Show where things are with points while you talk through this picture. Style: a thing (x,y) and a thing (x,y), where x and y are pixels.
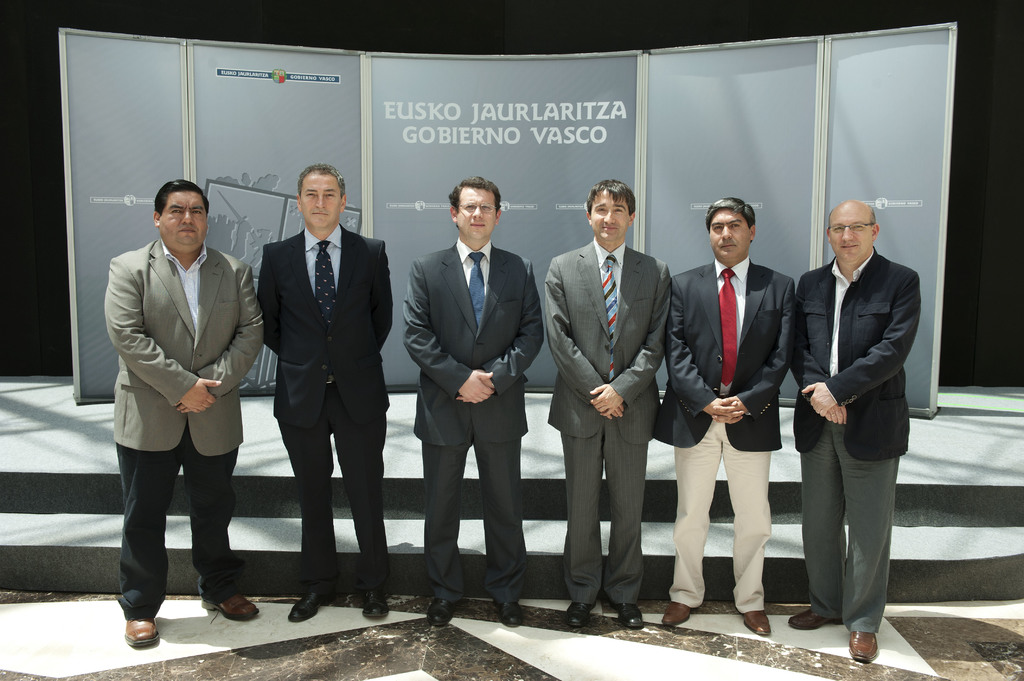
In this picture we can see blazers (881,333), ties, shoes (794,625) and six men (895,280) standing on the floor (746,676) and smiling and at the back of them we can see posters (861,100) on stage (49,447) and in the background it is dark.
